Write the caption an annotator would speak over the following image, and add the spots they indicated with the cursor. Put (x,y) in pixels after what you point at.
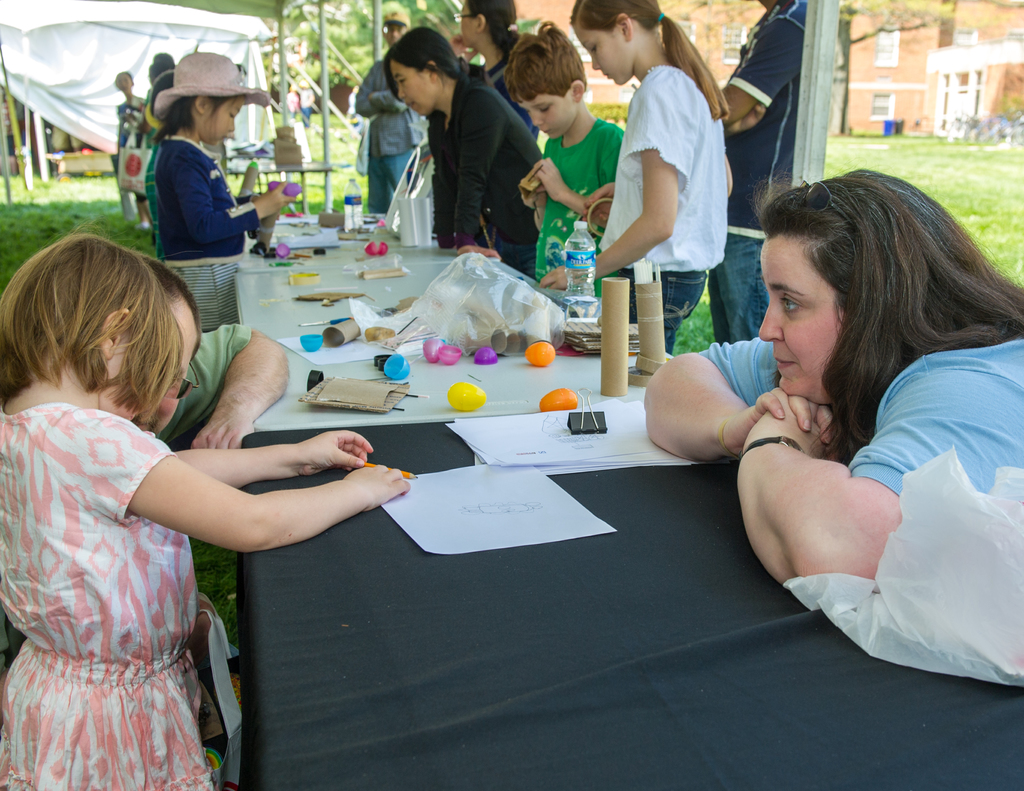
Here we can see a woman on the right side (691,400) looking at a pretty girl (39,740) on the left side (15,441). There is a group of people (623,216) who are standing in the back (493,198). In the background (863,102) we can see a tent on the left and a building (855,61) on the right side (925,39) as well.
